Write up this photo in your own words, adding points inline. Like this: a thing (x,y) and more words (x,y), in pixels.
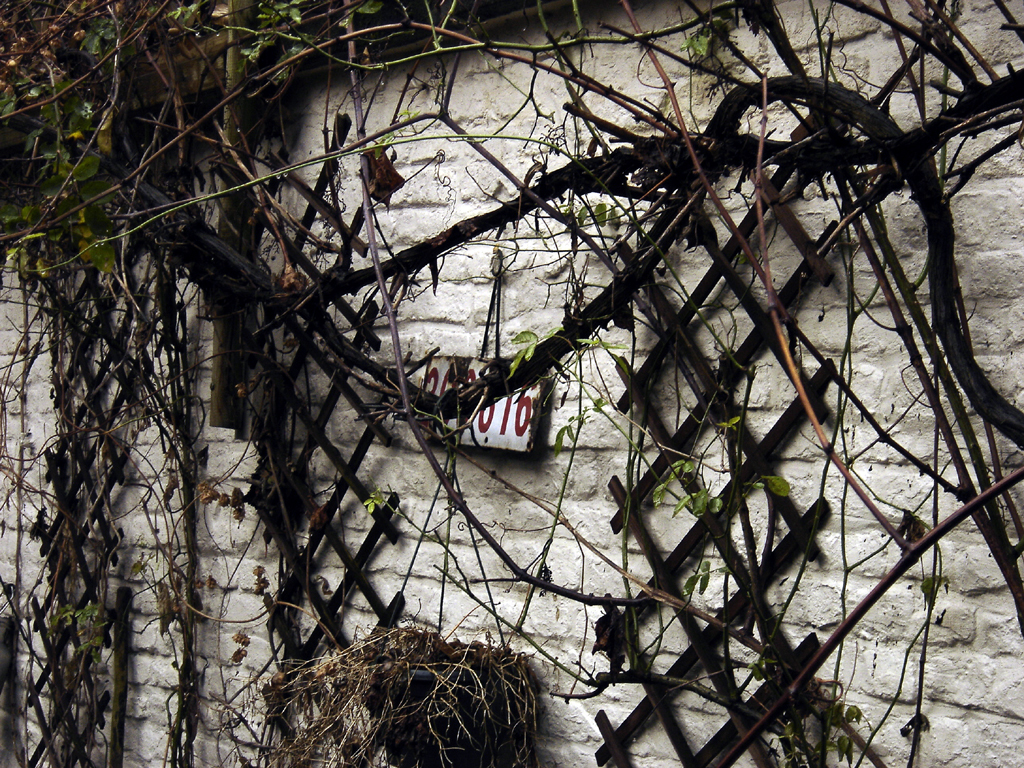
In this image there is a wall (832,186). There are wooden frames (286,486) on the wall (312,461). In the center (489,426) there is a board (499,430) with numbers (506,411) hanging on the wall (487,241). There are creepers (755,163) and stems (755,137) on the wall (133,677).
